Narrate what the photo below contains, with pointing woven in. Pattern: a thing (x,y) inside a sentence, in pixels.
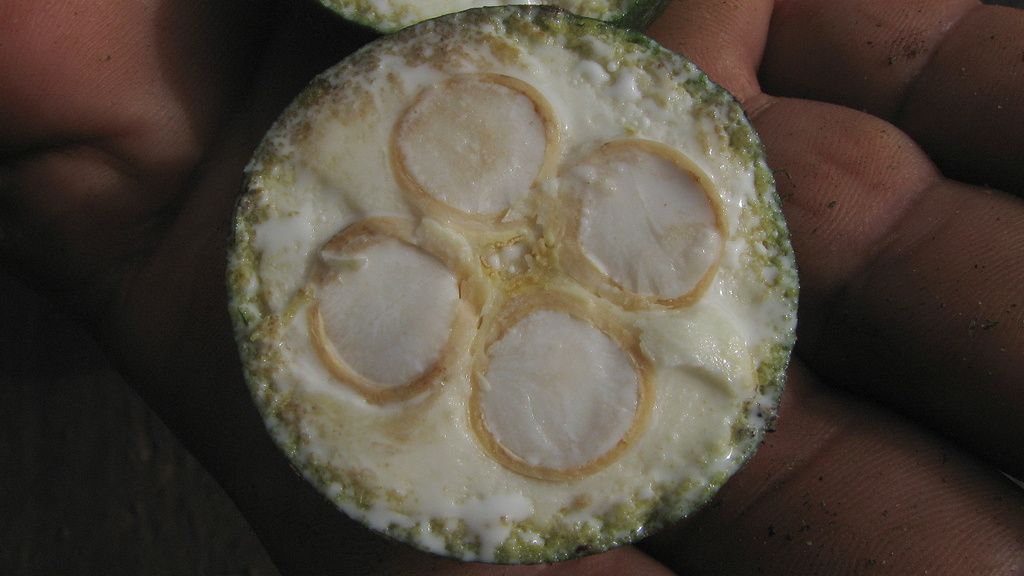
In this image there is a food item (394,393) on the hand (985,553) of a person (705,6).
